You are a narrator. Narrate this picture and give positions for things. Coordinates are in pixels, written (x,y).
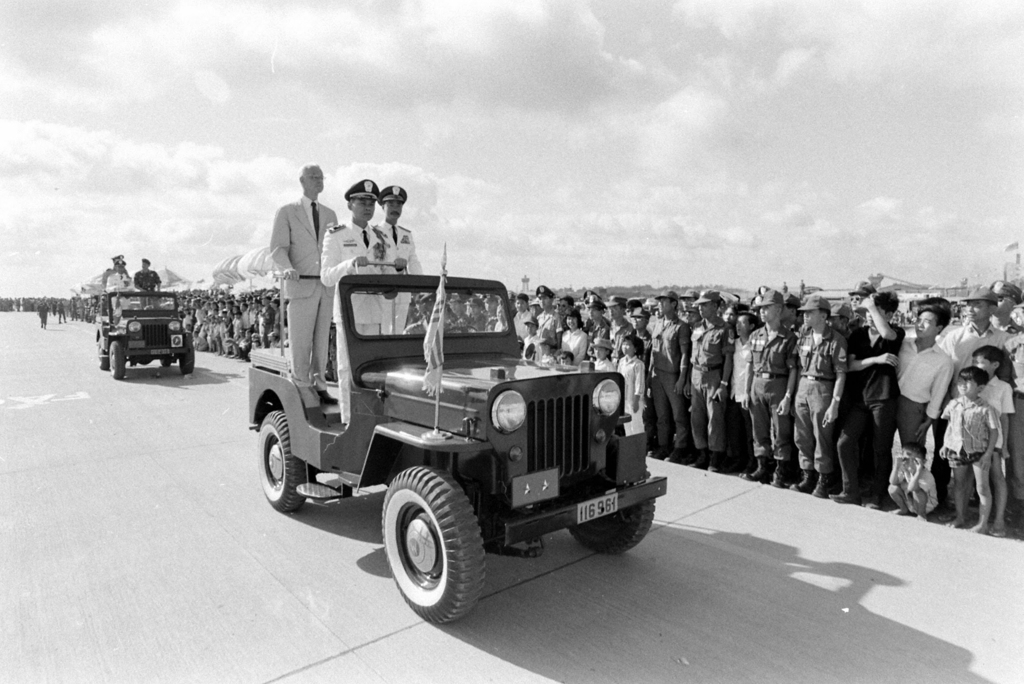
This is a black and white image. In this image we can see some people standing in the jeeps (411,361) which are on the ground (559,618). We can also see a group of people (715,431) standing beside, the outdoor umbrellas (245,275), the metal frames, a group of trees (563,290) and the sky (557,229) which looks cloudy.
